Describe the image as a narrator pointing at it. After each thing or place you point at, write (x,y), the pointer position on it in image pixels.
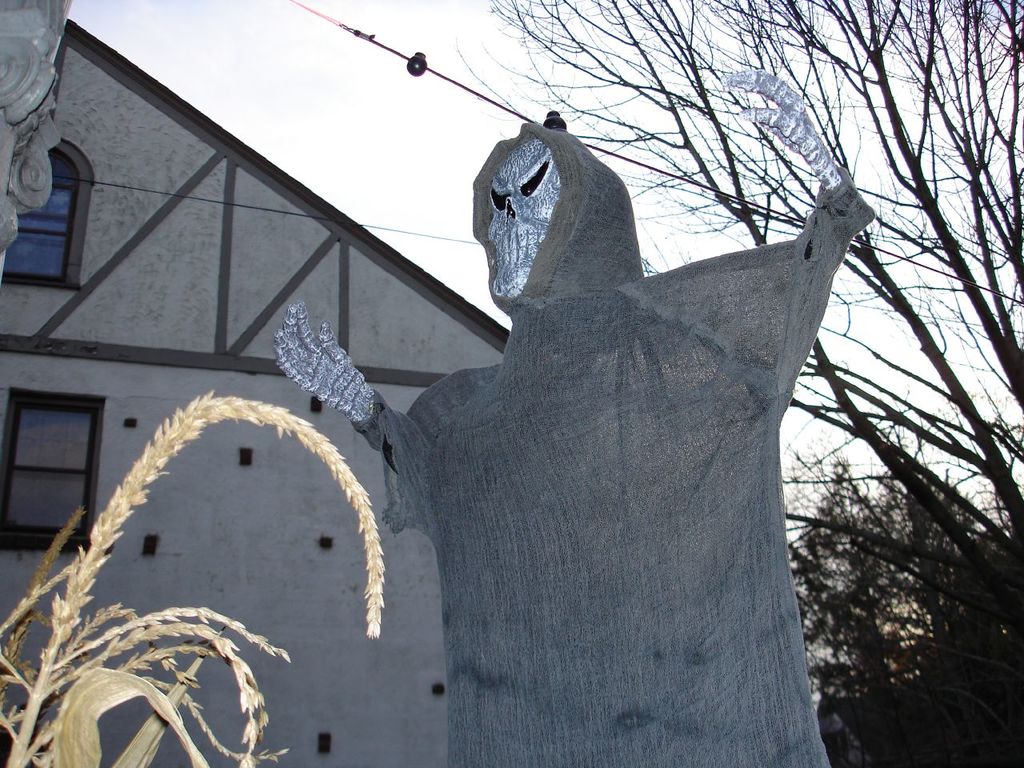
In this image, we can see a ghost statue (620,519). There are a few trees (929,535), wires (967,282). We can see a house (59,300) with windows (27,417). We can see some plants (54,646) on the bottom left (58,541). We can see the sky (408,90).
